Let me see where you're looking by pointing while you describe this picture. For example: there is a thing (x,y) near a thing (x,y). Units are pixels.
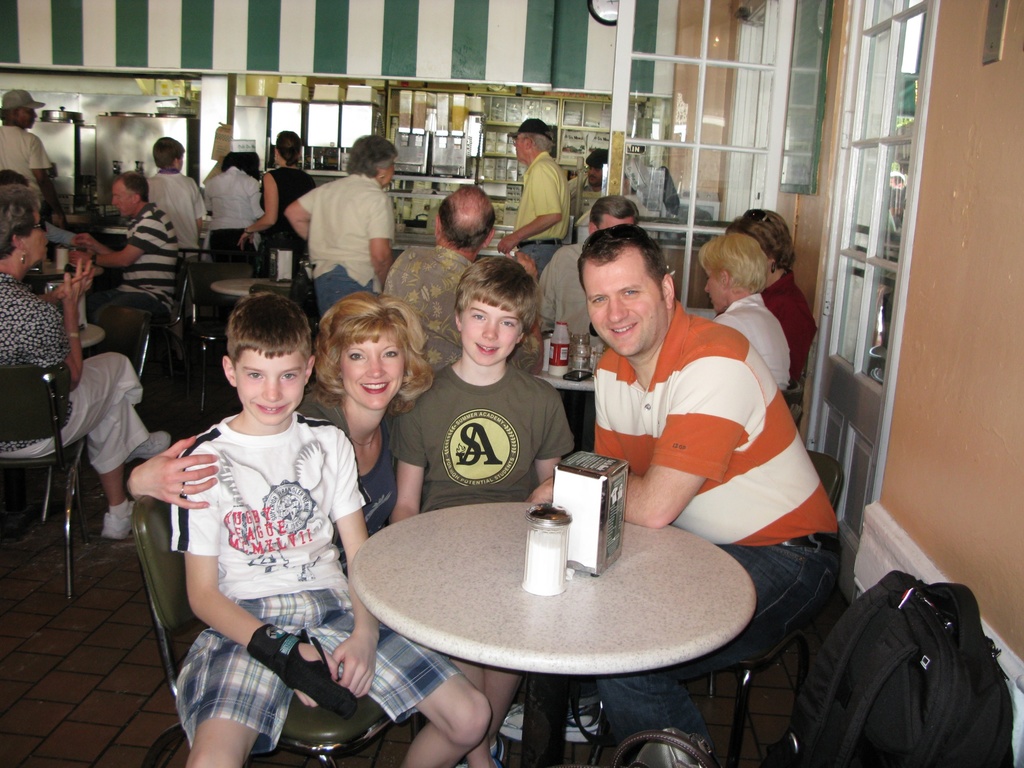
We see many people (240,326) sitting on the chair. On the right (702,444), a man (687,483) with white and orange stripes (724,386) is sitting on the chair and smiling. Beside him, to the right of him, we see a boy (507,424) wearing grey t-shirt (482,449) is smiling and to the right of him, we see woman (383,429) smiling, and behind them, we see many tables (245,287) and chairs (193,303). To the left most (10,330), we see woman (35,351) wearing black and white dress (33,361) is sitting on the chair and she is wearing spectacles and she is watching the other people (54,222) in the crowd (8,254). Behind them, we see many machinery equipment (248,124) and the man (526,173) in yellow t-shirt (535,173) and black cap (531,130) is watching these equipment (445,128). Behind this yellow t-shirt man (557,185), we see doors (745,135), windows (796,103) and behind this machinery equipment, we see green and white wall (495,47) and clock (611,20).
